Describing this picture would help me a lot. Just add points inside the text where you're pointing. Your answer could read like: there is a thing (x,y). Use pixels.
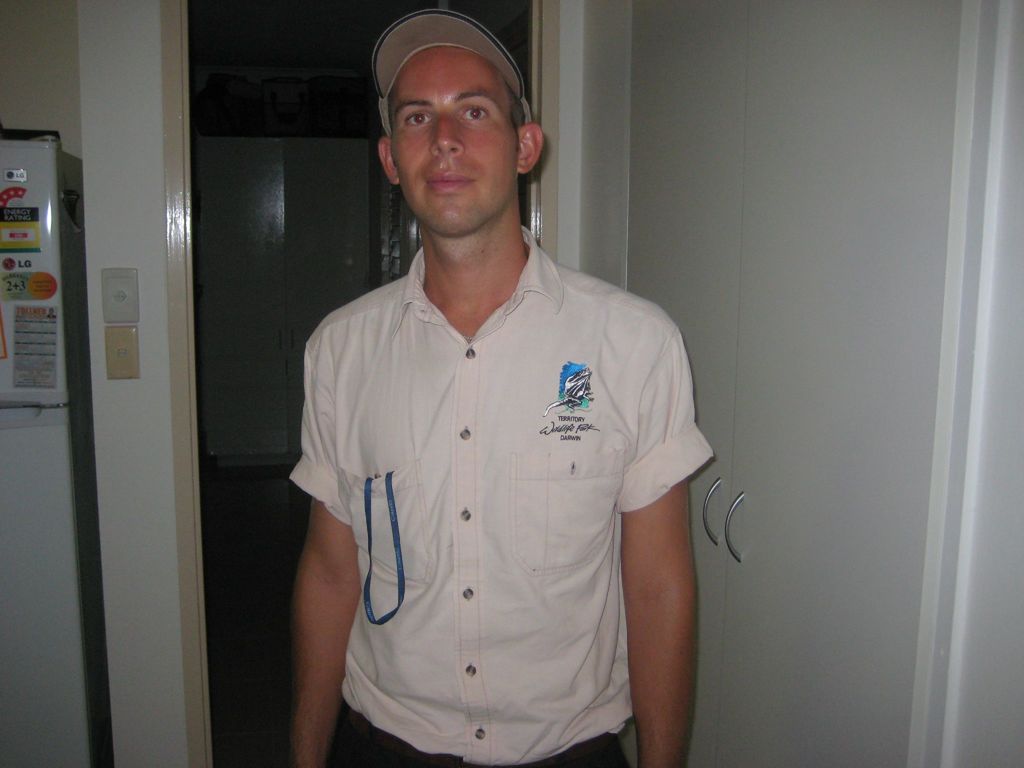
In this image I can see a person (426,431) wearing shirt (494,566) and black pant (405,762) is standing. I can see the white colored cupboard (731,282), a refrigerator (10,324) which is white in color, the white colored wall (106,263) and a door (525,25) behind him.
